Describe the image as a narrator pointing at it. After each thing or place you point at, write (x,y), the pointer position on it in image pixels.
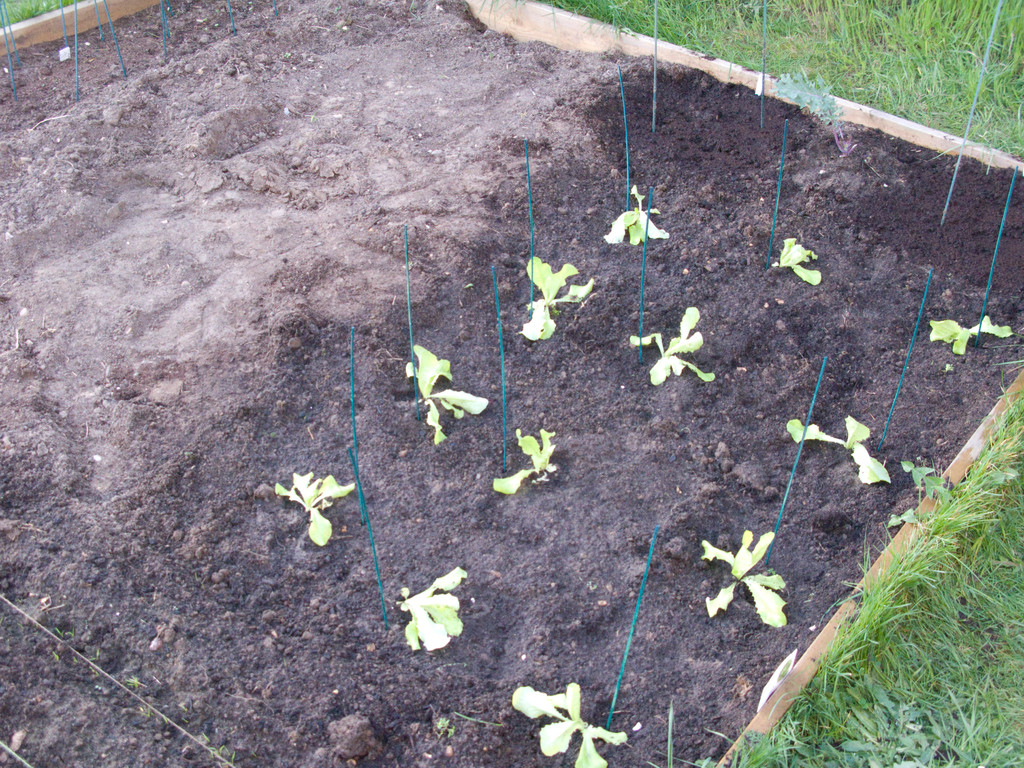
In this image there is a wooden tray (244,392) in which there is soil (275,272) and there are some small plants (520,477) in it. Behind the tray (650,41) there is grass (867,51).
